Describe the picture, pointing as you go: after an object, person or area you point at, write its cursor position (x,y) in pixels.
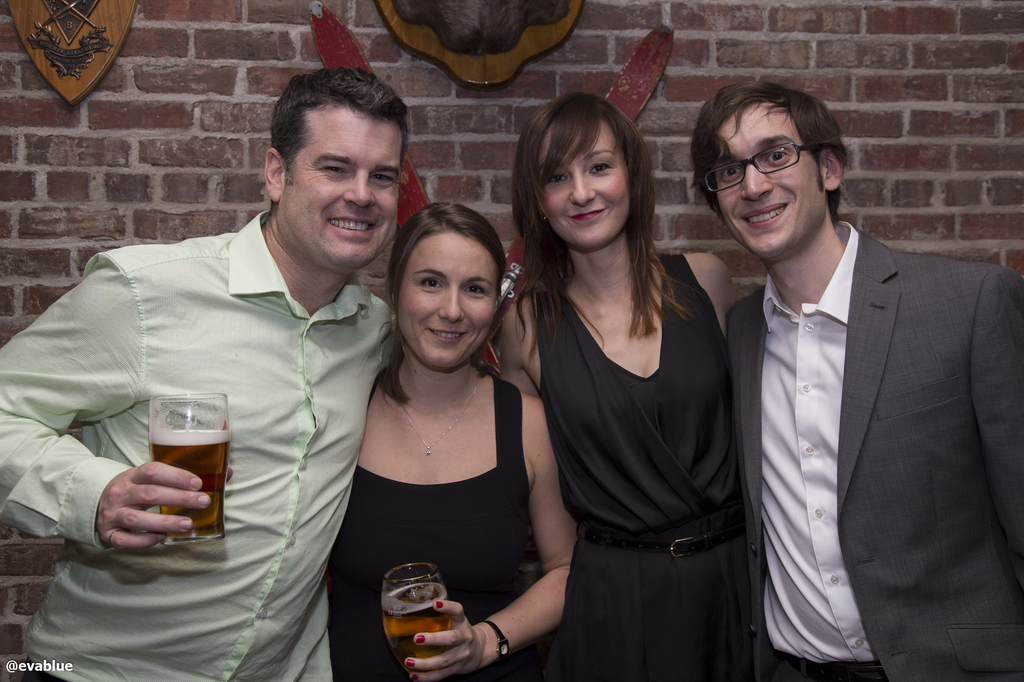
These four people (548,463) are standing and smiling. These two people (440,317) are holding glasses (421,597) filled with liquids (399,636). This is a brick wall (158,226). On brick wall (109,178) there are shields (525,59). Here we can see a watermark (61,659).
